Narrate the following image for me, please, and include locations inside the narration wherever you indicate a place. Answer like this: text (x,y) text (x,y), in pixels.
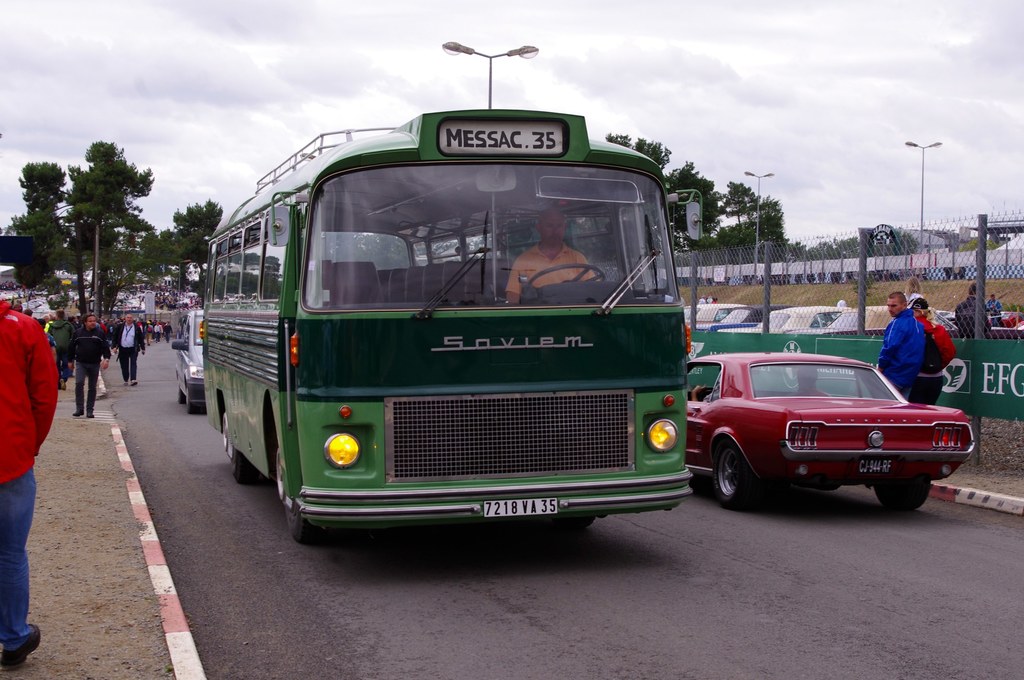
On the left side (13,422), there are persons (60,318) on a footpath (61,448). On the right side (905,616), there are vehicles (336,197) and persons (133,323) on a road (774,573), there are persons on another footpath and there is a fence (967,324). In the background (973,295), there are trees (114,288), poles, persons (970,308) and there are clouds (157,65) in the sky (322,34).
